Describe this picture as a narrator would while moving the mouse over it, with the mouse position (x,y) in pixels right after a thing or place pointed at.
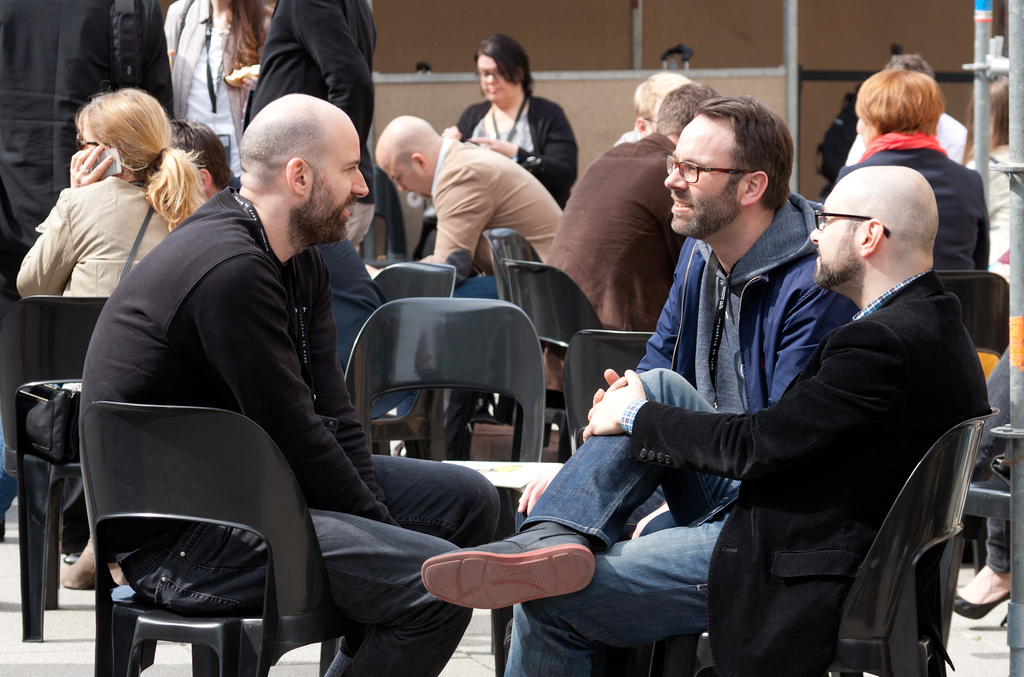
In this picture, There are some chairs (883,527) which are in black color and there are some people (665,385) sitting on the chairs (253,502) and they are discussing and in the background (584,106) there is a yellow color wall (741,56).
